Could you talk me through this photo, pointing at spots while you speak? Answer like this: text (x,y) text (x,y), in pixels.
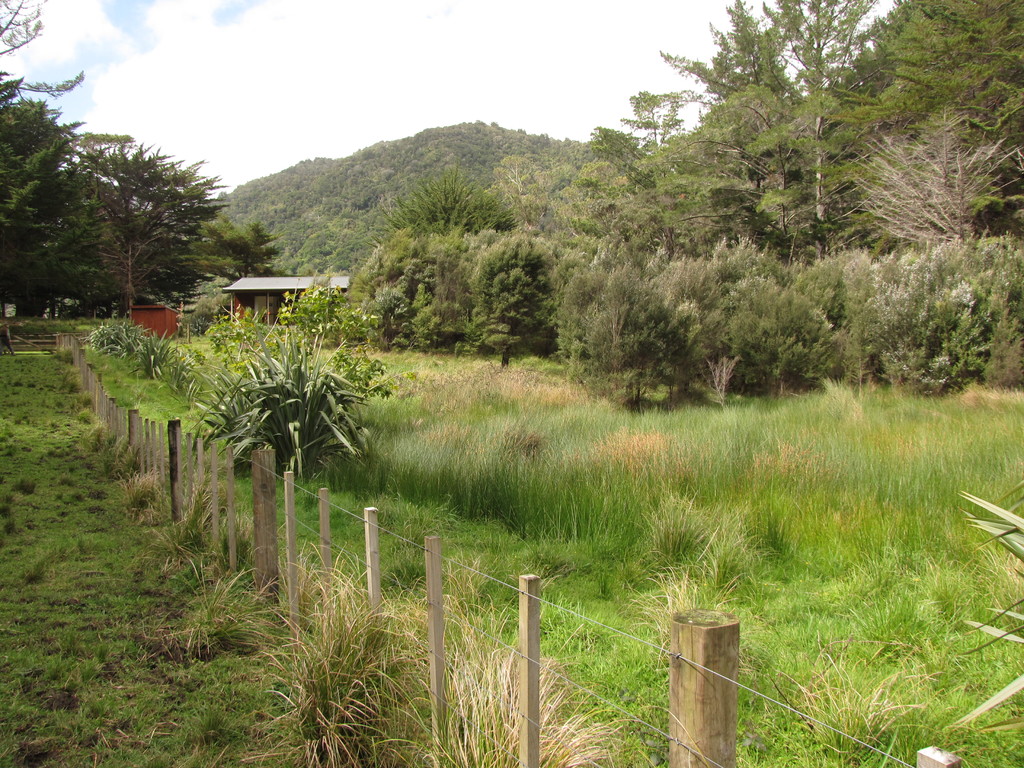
In this picture we can see a fence (271,568), grass (249,571) and plants (340,412) on the ground (509,534), here we can see sheds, trees (564,315) and some objects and in the background (654,19) we can see sky (565,64) with clouds (594,65).
